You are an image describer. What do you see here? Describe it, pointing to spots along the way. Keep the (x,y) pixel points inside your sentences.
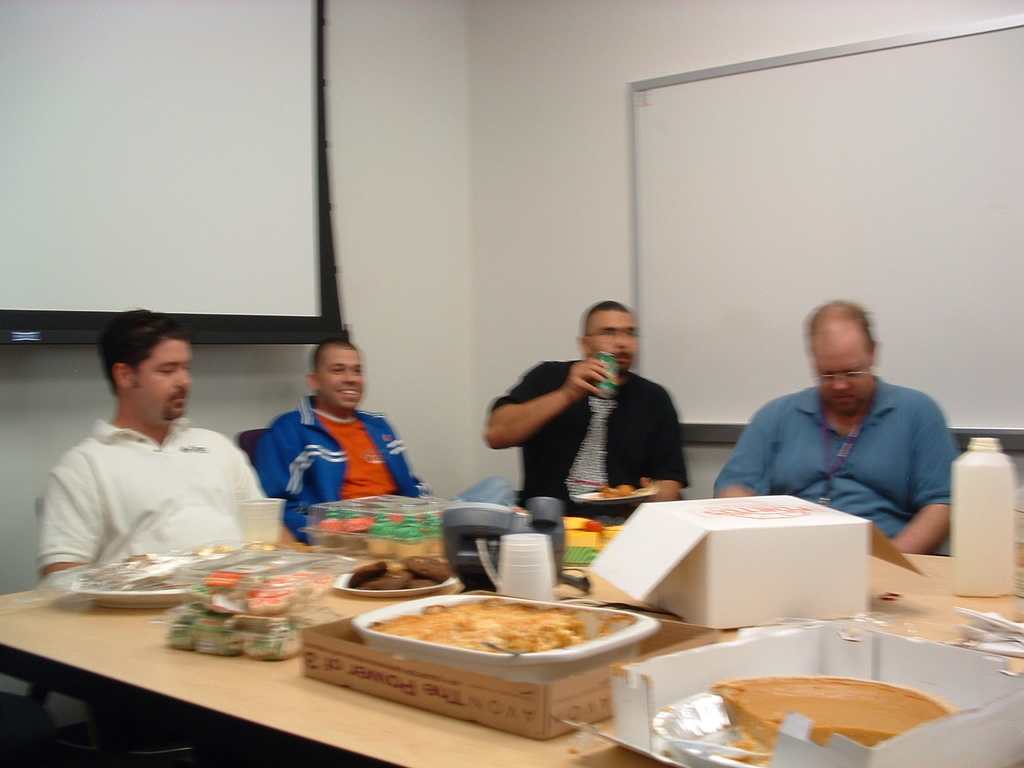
In this image few persons (75,521) are sitting on the chair (140,765) before a table (274,689) having few boxes (373,671), plates (166,596) and bottle (1004,546) on it. In box (359,673) there is a tray (479,662) having food (454,621). On plate (346,574) there is some food (394,583) in it. A person (601,456) wearing a black shirt (634,437) and tie (603,430) is holding a green can (606,379) with one hand (590,380) and plate (592,498) with other hand (647,491). A person (324,463) wearing a blue jacket (324,445) is sitting. Behind him there is a display screen (232,283). Right side (717,278) there is a white board (701,268) attached to the wall (544,144).
